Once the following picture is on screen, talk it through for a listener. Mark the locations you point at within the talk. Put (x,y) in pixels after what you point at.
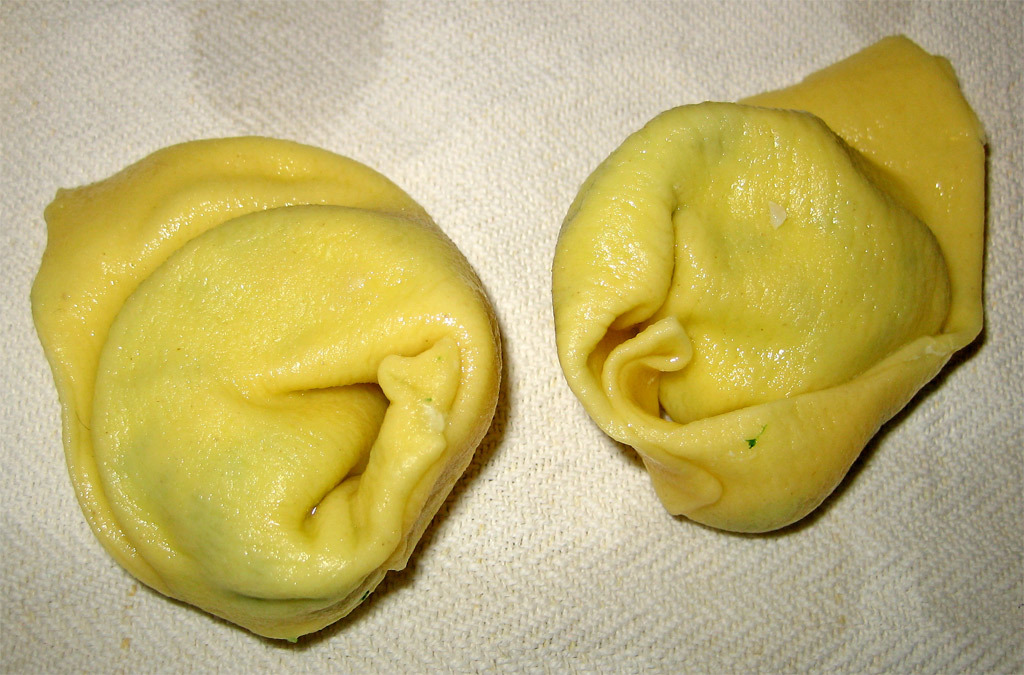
In this image we can see two food items (380,438) on the cloth (539,568).
